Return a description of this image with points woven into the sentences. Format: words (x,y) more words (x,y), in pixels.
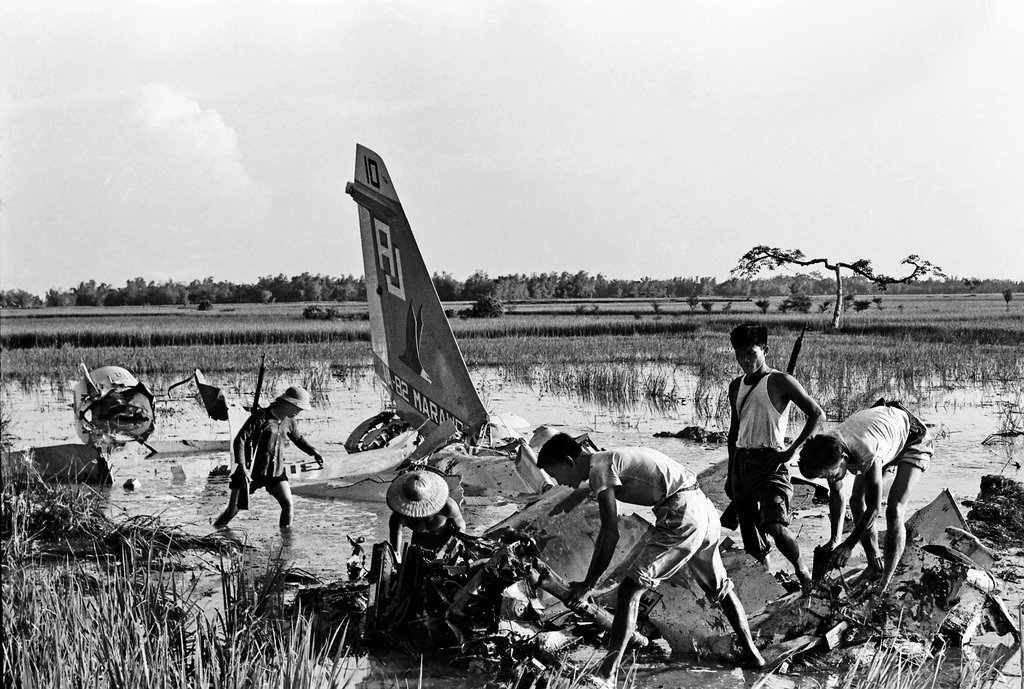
This picture is clicked outside. In the foreground (429,552) we can see the group of people (819,459) standing and seems to be working and we can see the grass (120,604), many other objects (913,593) and the water body (576,403). In the background (375,118) we can see the sky (251,124), trees (1011,295) and some other items (402,360).
